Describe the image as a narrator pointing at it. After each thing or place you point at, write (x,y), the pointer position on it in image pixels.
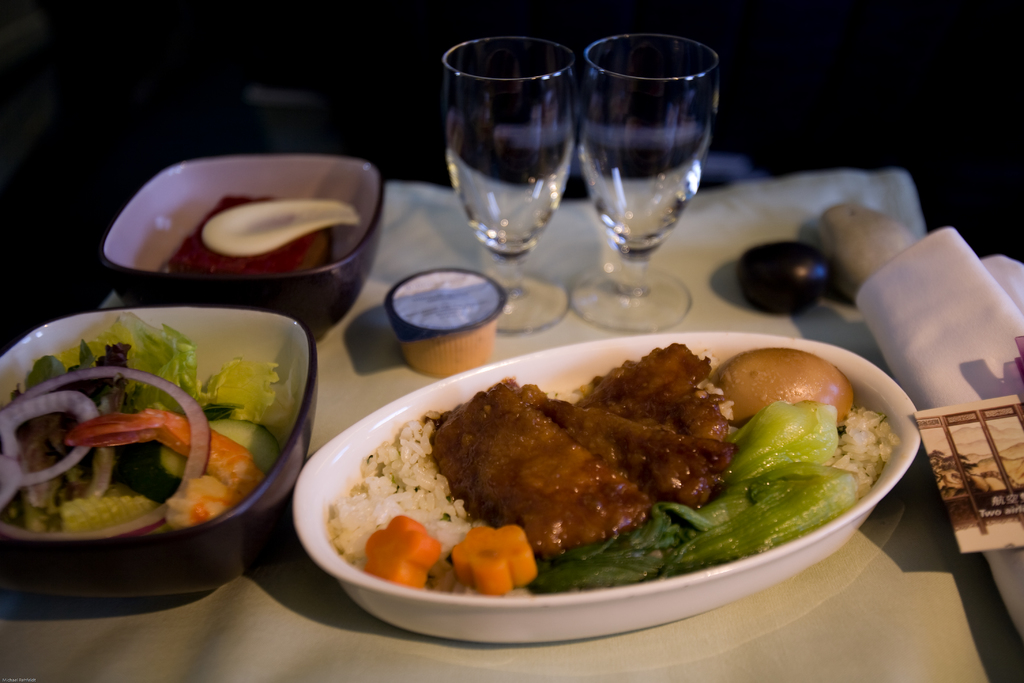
In this image we can see three bowls (298,356) of different kinds of foods (323,255) and I can see two champagne glasses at the top of the image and this image is clicked in dark and I can see a piece of paper (958,426) in right bottom corner (970,463).
